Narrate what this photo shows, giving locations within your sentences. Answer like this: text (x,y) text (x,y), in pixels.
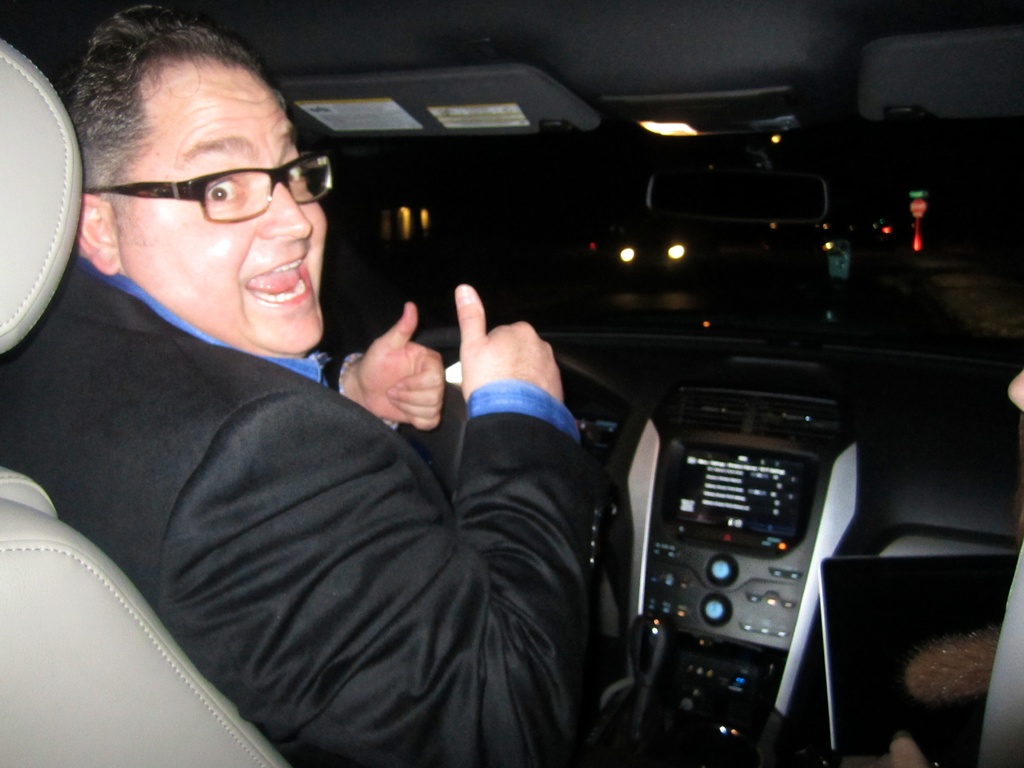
In this image I can see a man (541,355) is sitting in a car (330,255). I can see he is wearing a specs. On the road (734,309) I can see few more vehicle (681,254).
